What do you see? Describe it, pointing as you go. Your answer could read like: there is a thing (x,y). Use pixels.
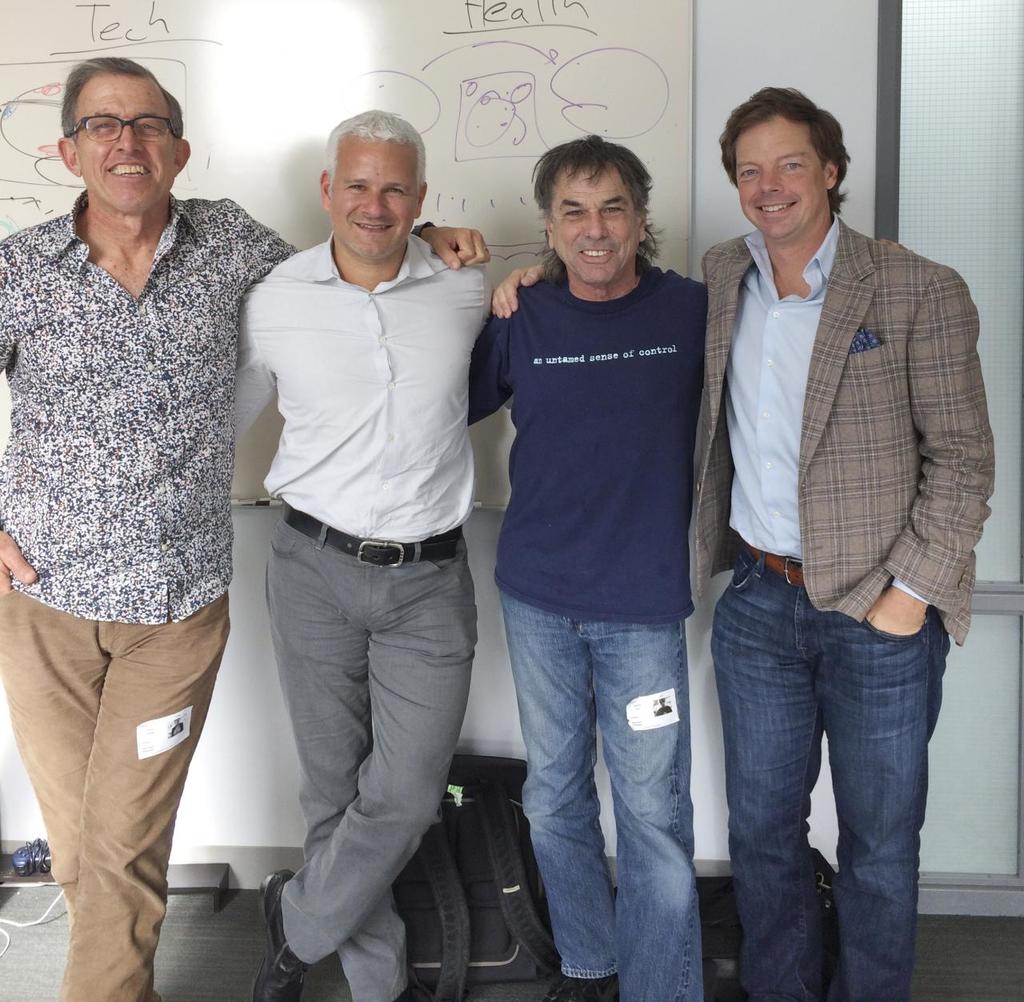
In this image we can see few people (378,579). There are few boards (463,81) in the image. There are few objects (464,922) on the ground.
